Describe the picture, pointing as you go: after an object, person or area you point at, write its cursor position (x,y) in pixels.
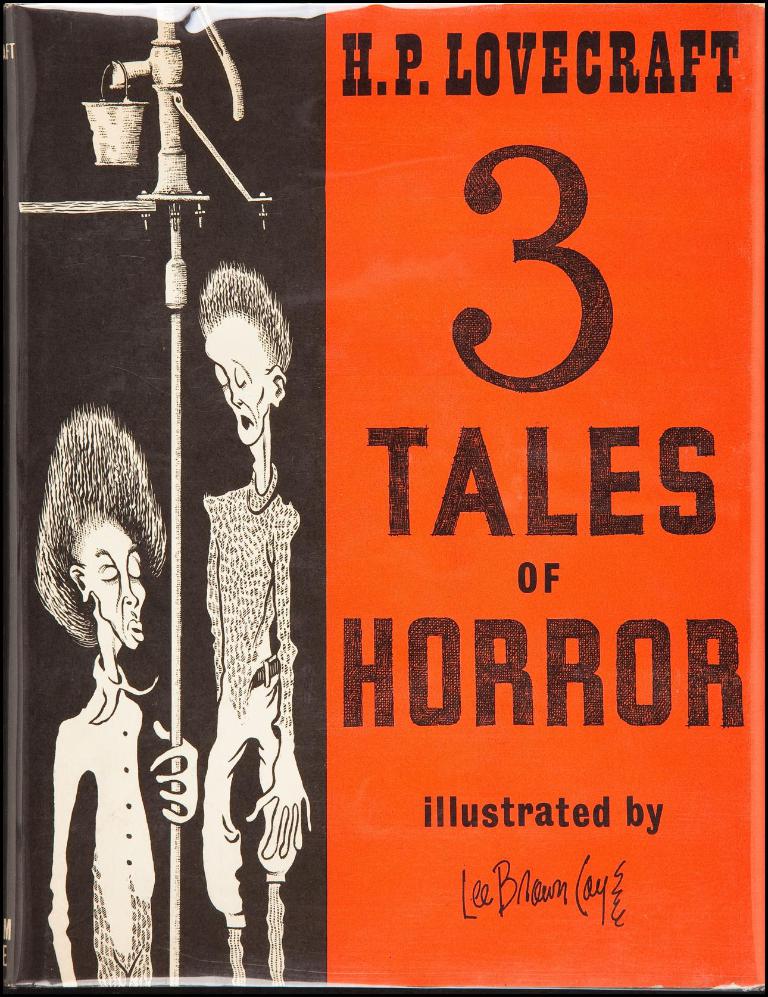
This image consists of a poster (286,306). There are two persons (127,858) in the image. To the right (548,468), there is a text (554,443).
